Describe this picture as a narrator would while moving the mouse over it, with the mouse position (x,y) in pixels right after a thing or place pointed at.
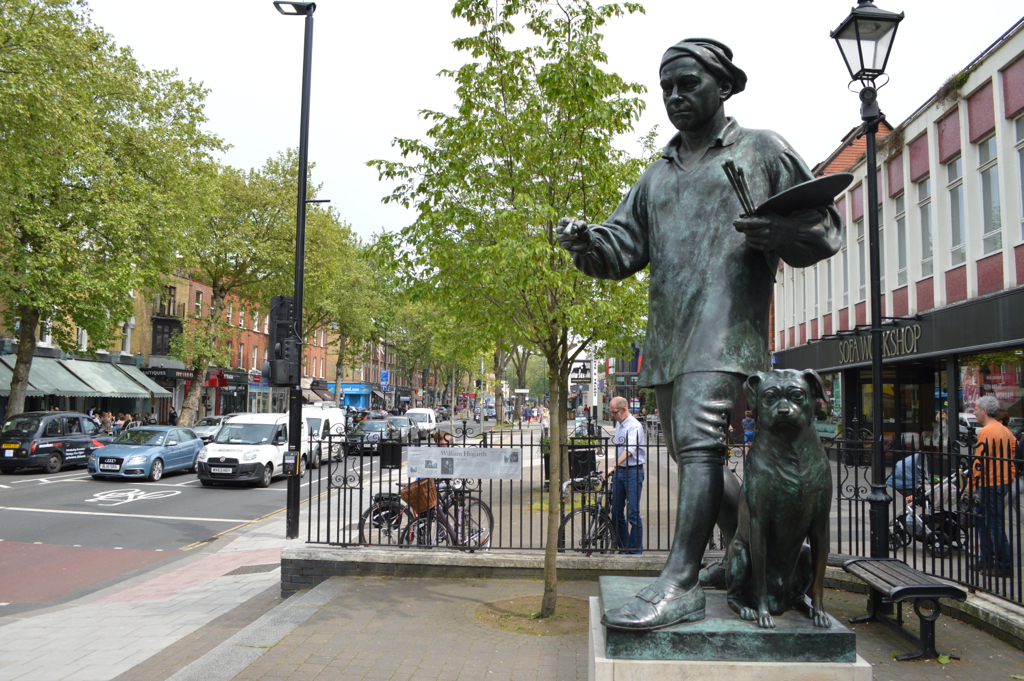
In the foreground of this picture (693,274), there is a sculpture (783,396). In the background (881,608), there are poles (873,527), a bench (868,607), railing (598,462), trees (526,323), bicycles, vehicles (159,426), buildings (916,423) and the sky (732,101).
